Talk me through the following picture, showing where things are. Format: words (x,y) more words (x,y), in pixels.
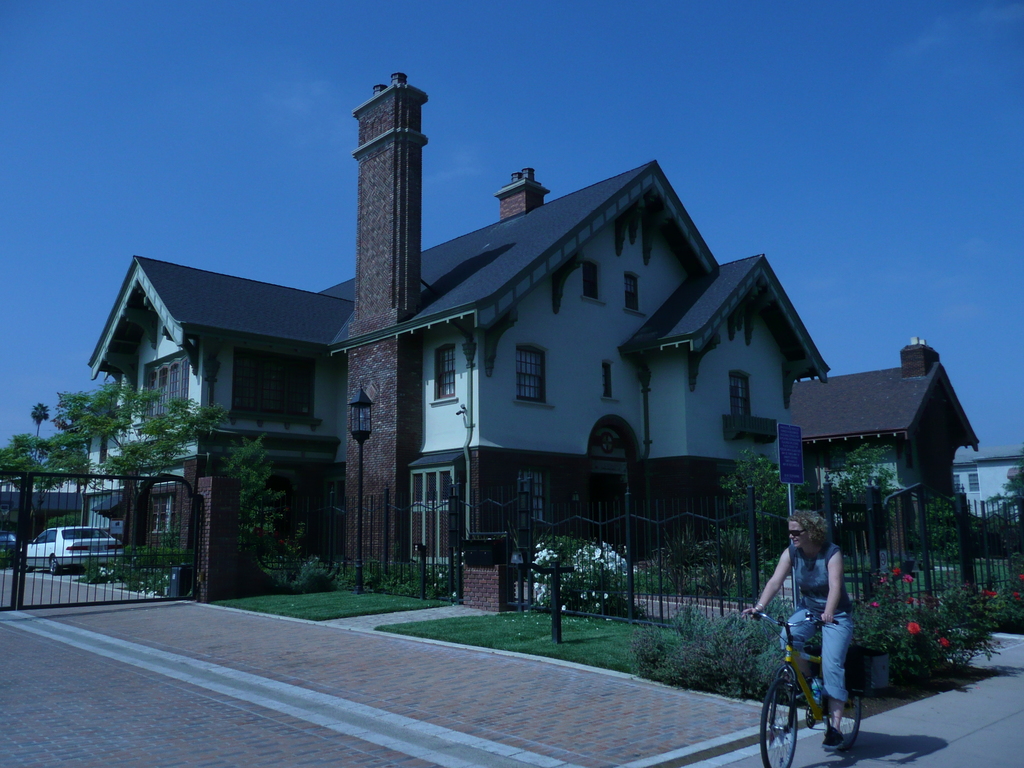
In this image I can see a woman (800,595) is sitting on a bicycle (818,689) in the front (844,716). In the background (815,398) I can see few buildings (249,431), few vehicles (62,531), number of trees (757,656) and number of flowers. On the left side of this image (147,485) I can see an iron gate (143,498), a light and I can also see the sky (51,231) in the background (672,87). On the right side of this image (780,426) I can see a blue colour board (781,426).
